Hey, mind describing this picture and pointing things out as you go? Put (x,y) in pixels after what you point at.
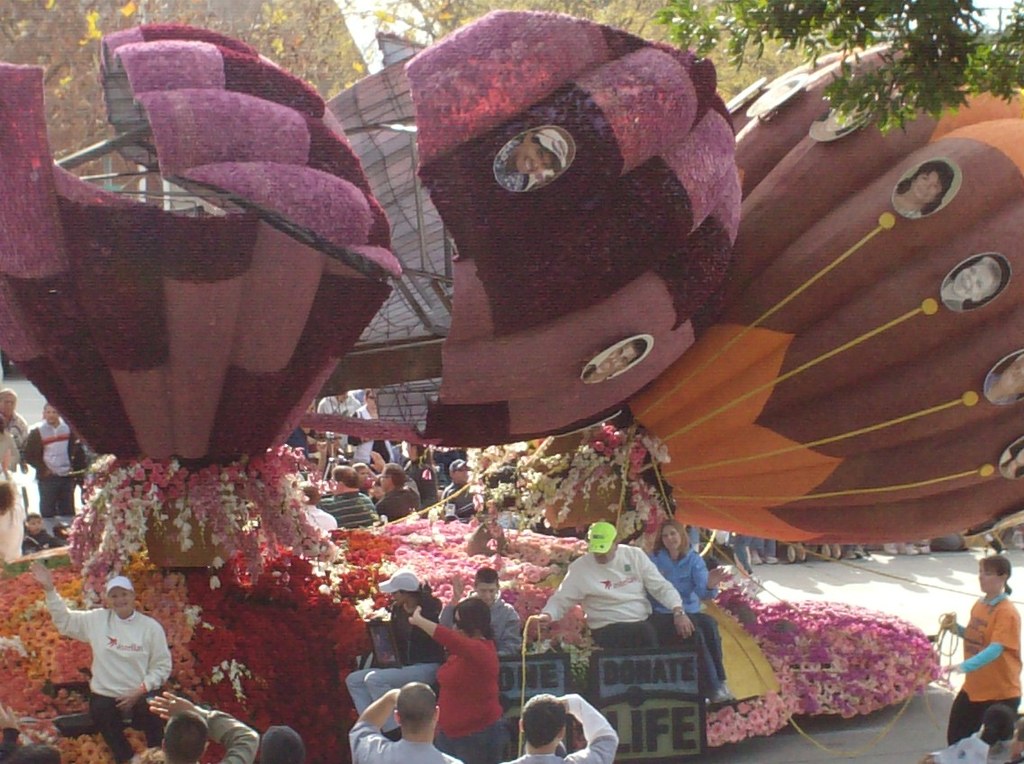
In this image there are parachutes (972,203), pictures (929,184), flowers (850,674), people (357,696), boards (558,694), trees (177,1) and objects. Few people (645,561) are holding objects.
